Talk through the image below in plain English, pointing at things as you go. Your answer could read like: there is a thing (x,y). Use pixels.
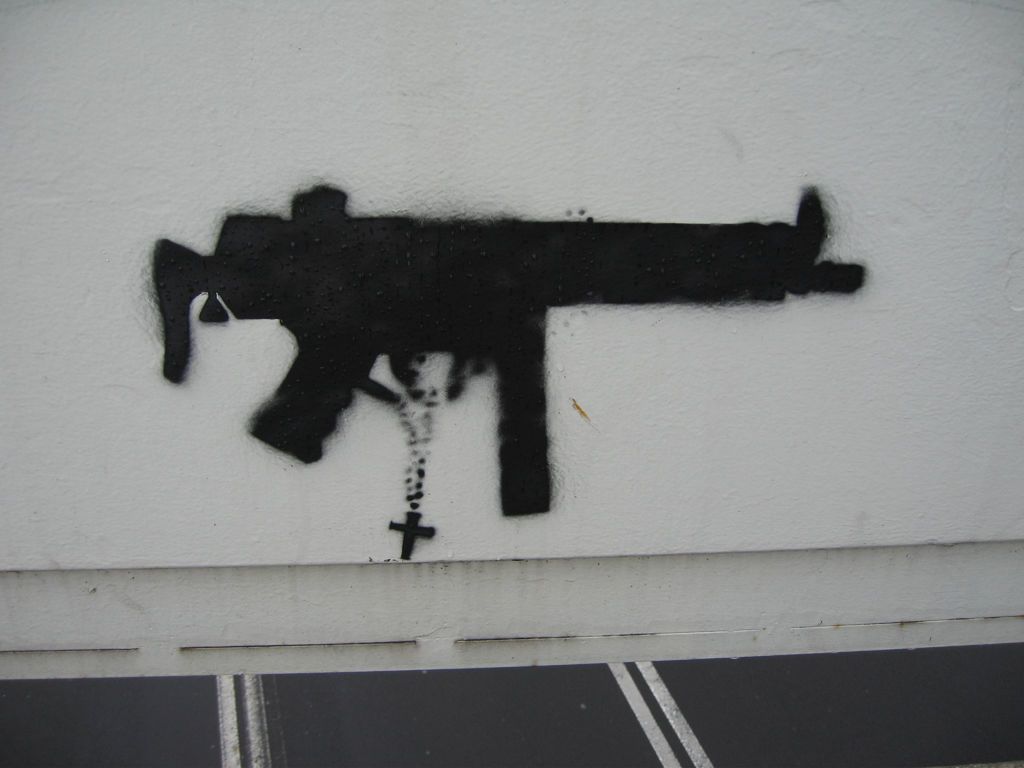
In this image we can see one black gun (312,303) with cross picture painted on the white wall (942,544), white wall (831,603) in the background (921,435) and some black color with white lines (234,727) painted on the ground (268,723) on the bottom of the image (83,729).
